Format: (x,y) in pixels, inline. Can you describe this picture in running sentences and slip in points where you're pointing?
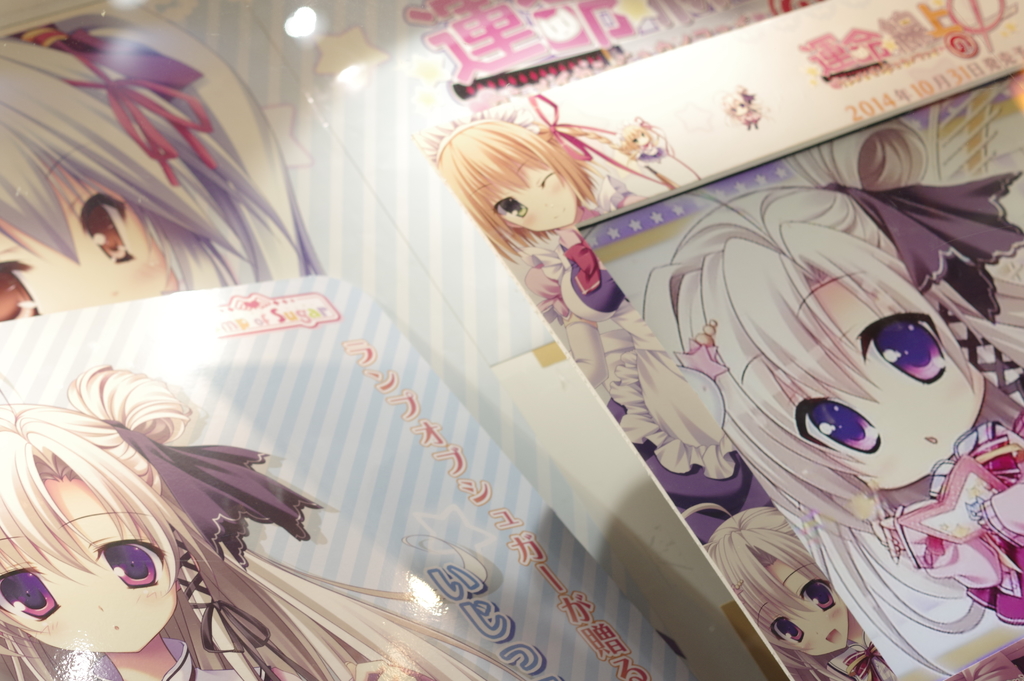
On the right side (725,159) there is a photo frame (755,153) of an animated image (835,272). On the left side (69,442) there is an animated character (96,433).
